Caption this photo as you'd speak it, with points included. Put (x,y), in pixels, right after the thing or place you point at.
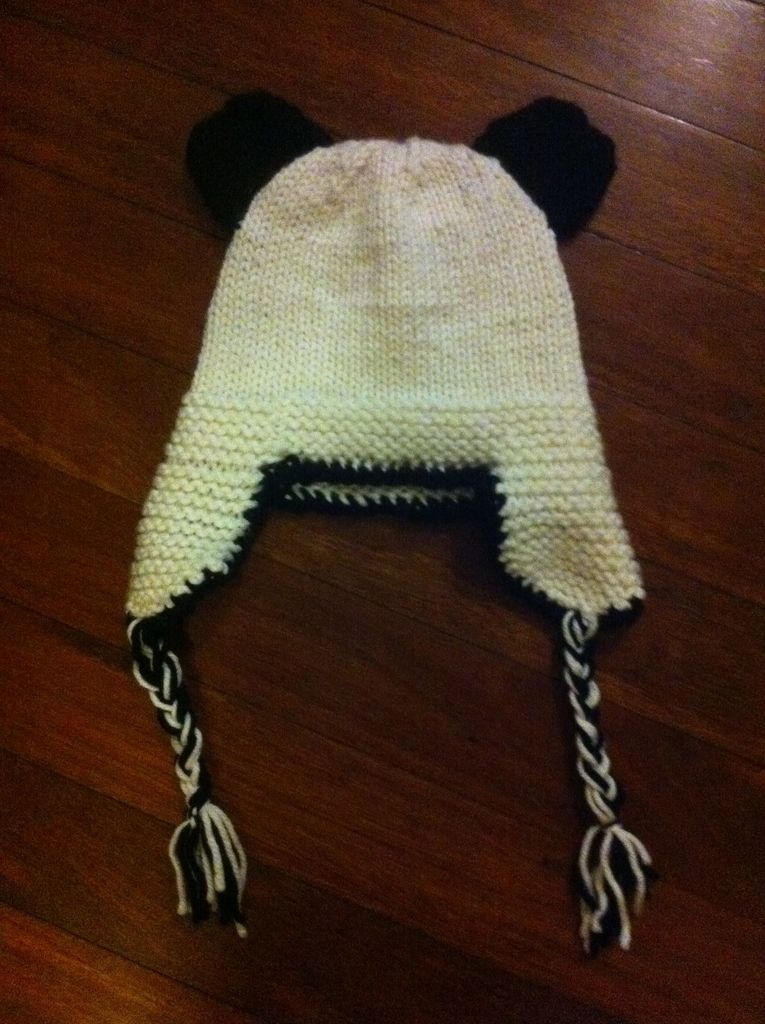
In this picture we can see a cap (481,229) on the wooden surface (95,493).
